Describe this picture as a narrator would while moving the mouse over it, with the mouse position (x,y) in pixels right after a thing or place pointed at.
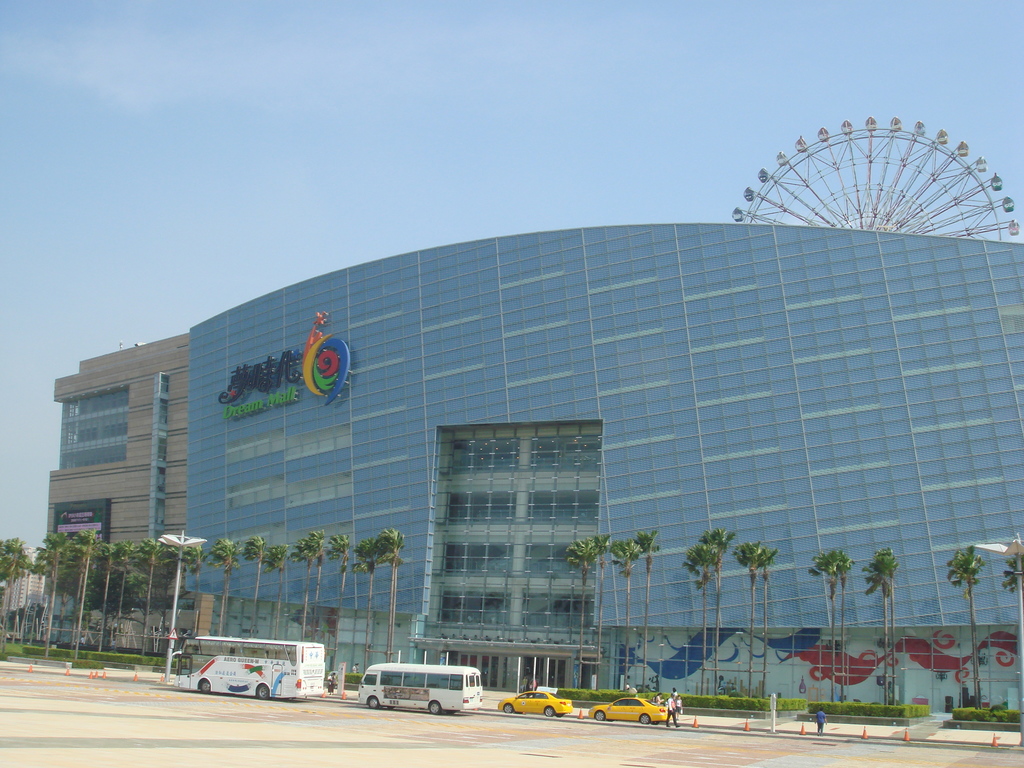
In this picture we can see a clear blue sky (799,75) and a giant wheel (1007,200). We can see buildings (708,598). We can see people (668,722), trees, plants (692,706), traffic cones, cars (639,717), vehicles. At the bottom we can see the road (833,745).
